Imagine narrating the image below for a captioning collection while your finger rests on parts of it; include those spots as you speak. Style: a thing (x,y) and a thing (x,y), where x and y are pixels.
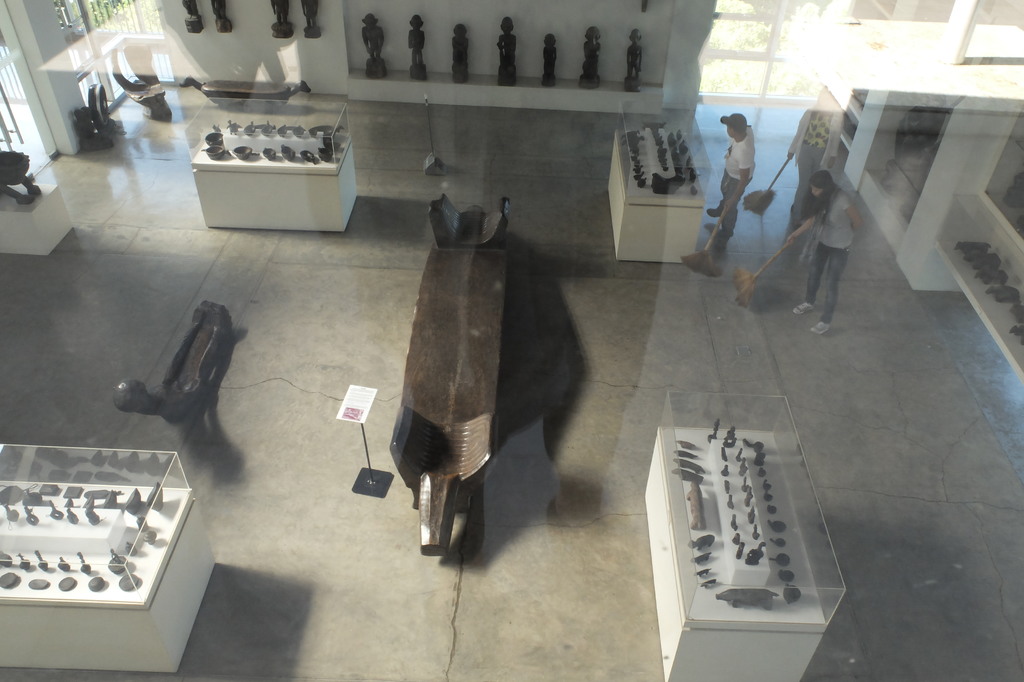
This image is clicked from a top view. It is clicked from behind a glass (517,269). On the other side of the glass (242,464) there are tables (192,511) on the floor (628,318). There are sculptures (688,503) on the tables (158,550). The tables (254,145) are covered with glass (288,116). There are a few people (744,167) standing at the table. They are holding broom sticks (755,200) in their hands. At the top (398,46) there are shelves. There are sculptures (416,35) in the shelves (393,39). There are glass doors (769,32) to the wall (182,44).
